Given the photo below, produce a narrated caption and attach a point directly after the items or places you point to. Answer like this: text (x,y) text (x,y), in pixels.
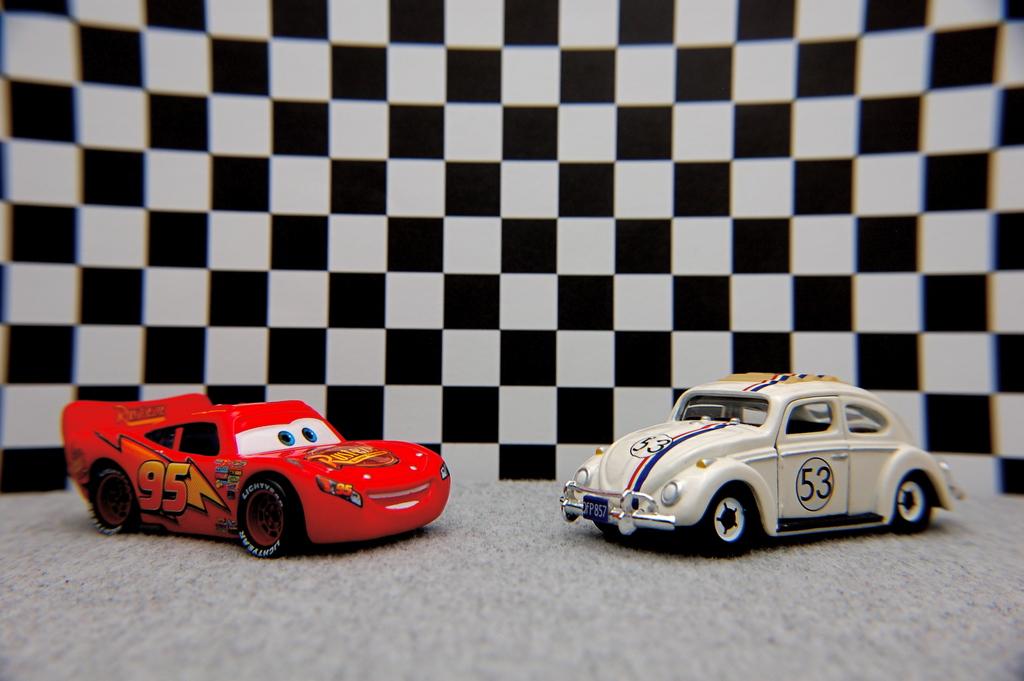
In this image we can see toy cars (693,453). In the back (427,192) there is a black and white check wall (653,279).
